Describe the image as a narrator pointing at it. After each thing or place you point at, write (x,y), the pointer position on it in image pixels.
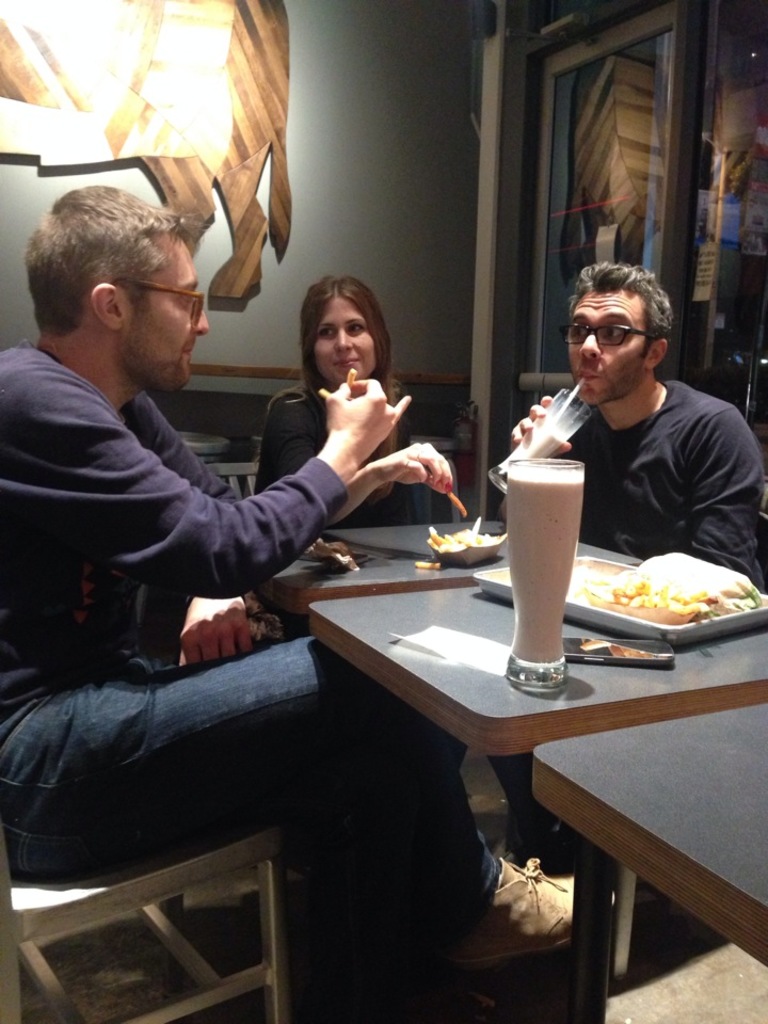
The image might be clicked inside a restaurant (363,680). There are three persons (623,361) sitting in the image. One woman (384,445) and two men (253,518) are sitting in their chairs (149,879) near the table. On the table (485,618) there is food (682,594) two juice glasses (558,642) are kept. In the background (262,44) there is wall (293,0) on which a wood animal (182,53) is kept.
